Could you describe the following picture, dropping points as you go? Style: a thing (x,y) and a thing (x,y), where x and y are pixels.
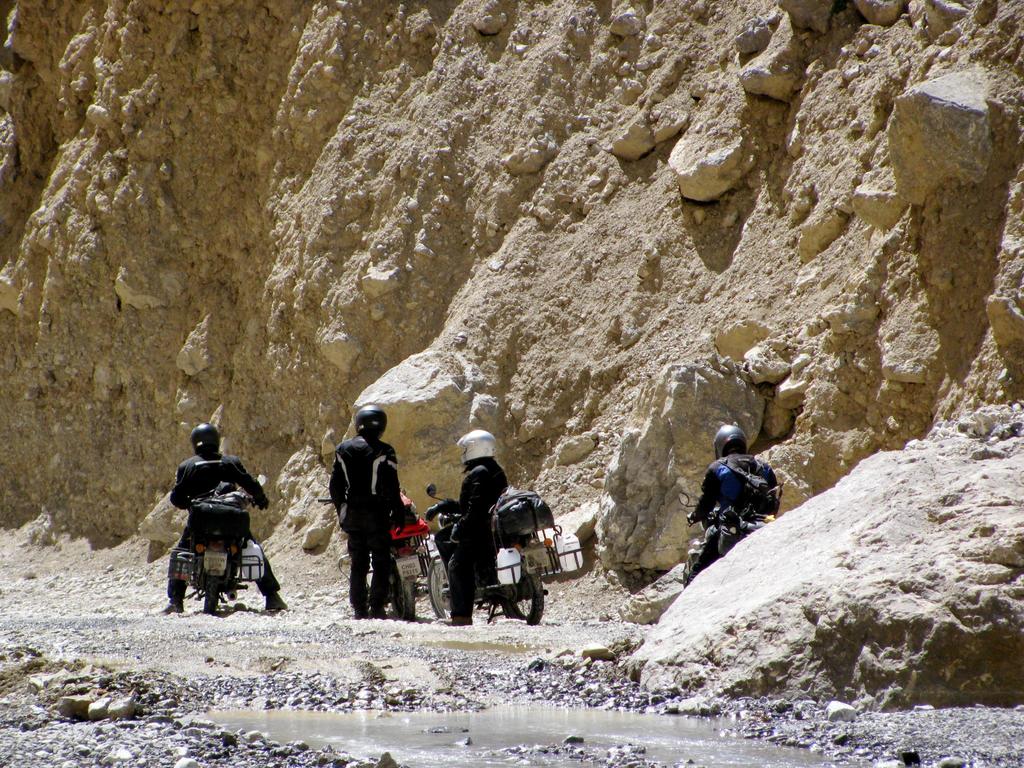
In this picture there are people (445,509) in the center of the image (354,497), on the bikes (418,513), it seems to be the area of an outcrop (799,480).
